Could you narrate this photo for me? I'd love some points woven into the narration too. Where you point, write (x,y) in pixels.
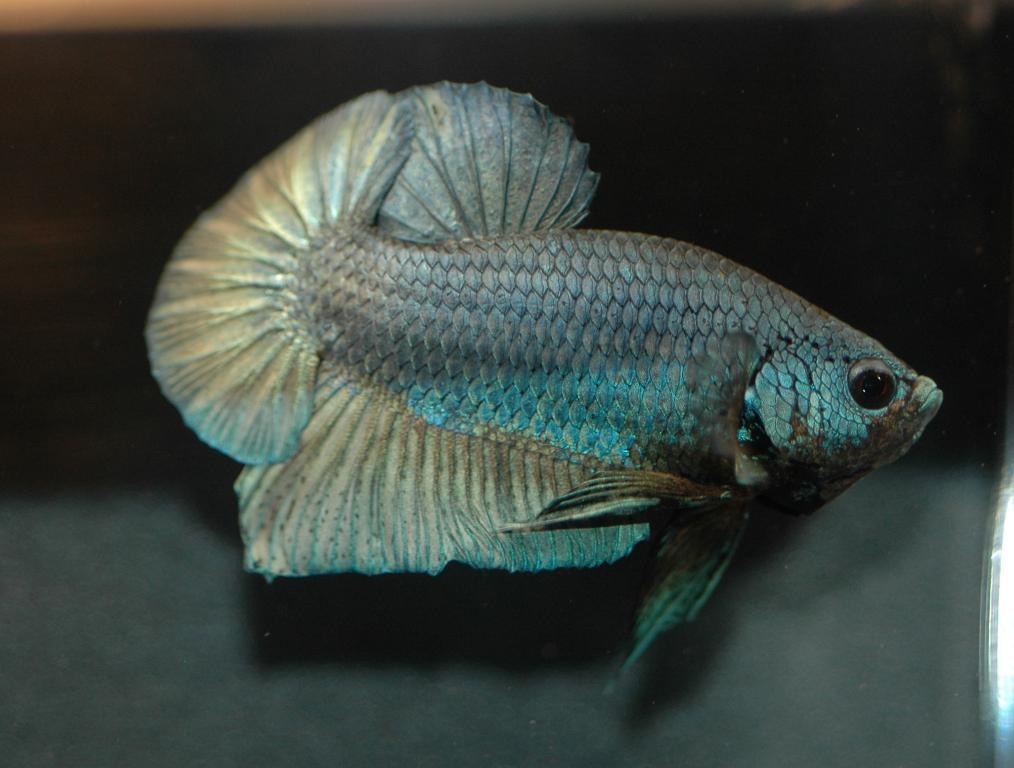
In this image I can see a fish (570,376) which is blue, black and green in color. I can see the black colored background.
